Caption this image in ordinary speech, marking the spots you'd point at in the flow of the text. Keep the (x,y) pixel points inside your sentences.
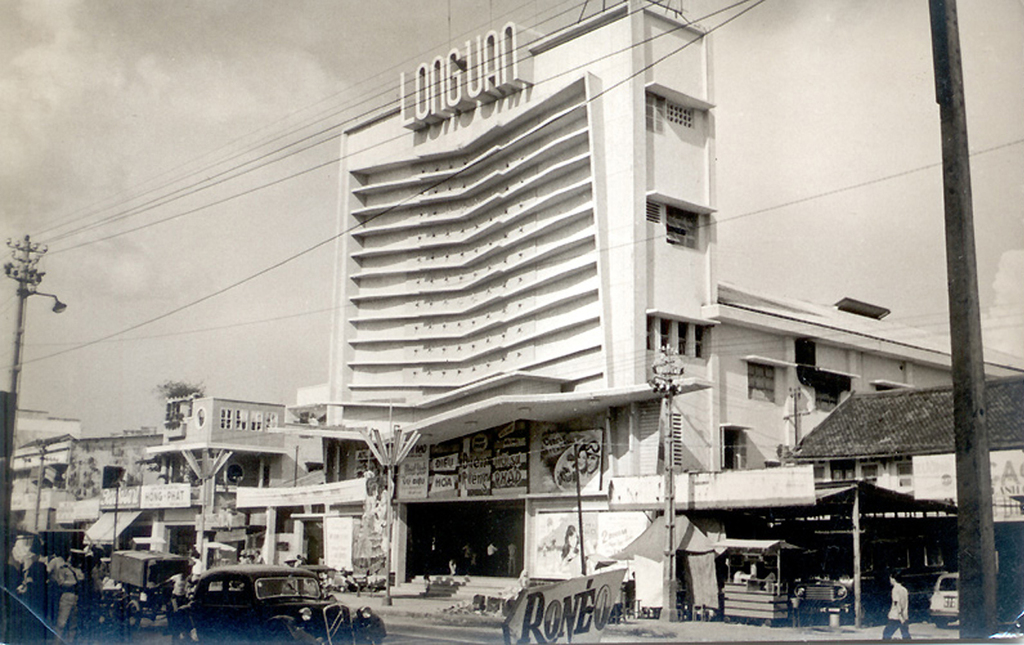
In this image I can see a car (270,586) on the road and few other vehicles (148,573) on the road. In the background (211,551) I can see few buildings (246,447), few wires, a pole (17,246) and the sky (131,139).
